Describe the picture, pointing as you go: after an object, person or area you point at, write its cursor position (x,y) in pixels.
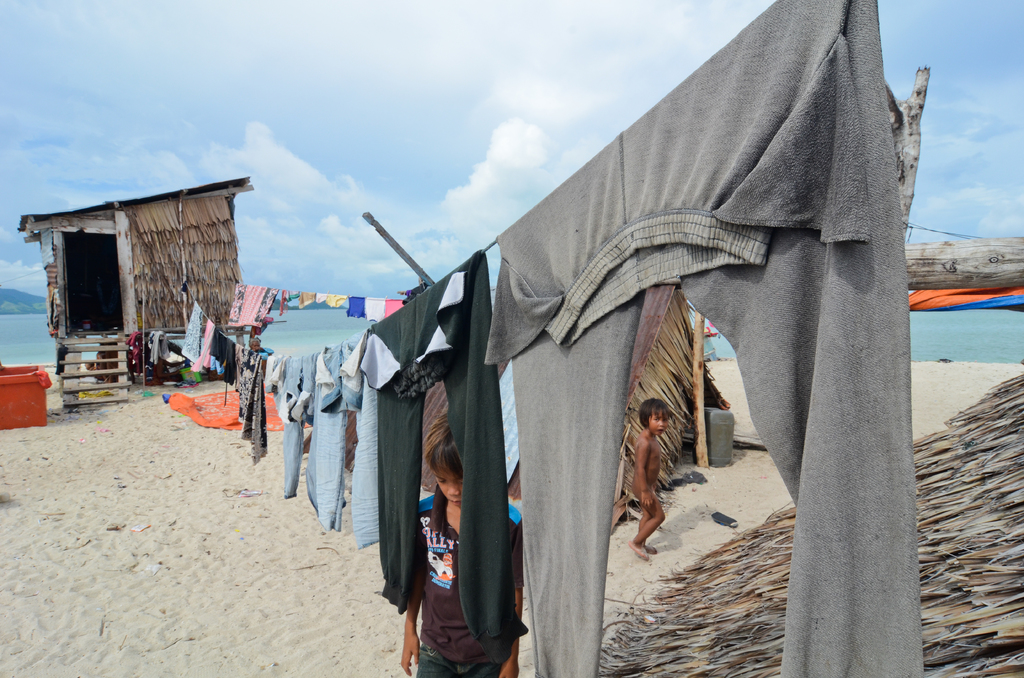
In the picture we can see a sand surface (181,480) on it, we can see a small wooden house (51,310) with some steps (95,372) to it and to it we can see a rope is tied to another end and on it we can see some trousers (772,106) are hanged and on the sand surface (130,405) we can see two children (412,603) are standing and in the background (219,97) we can see water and sky (191,180) with clouds (524,63).
